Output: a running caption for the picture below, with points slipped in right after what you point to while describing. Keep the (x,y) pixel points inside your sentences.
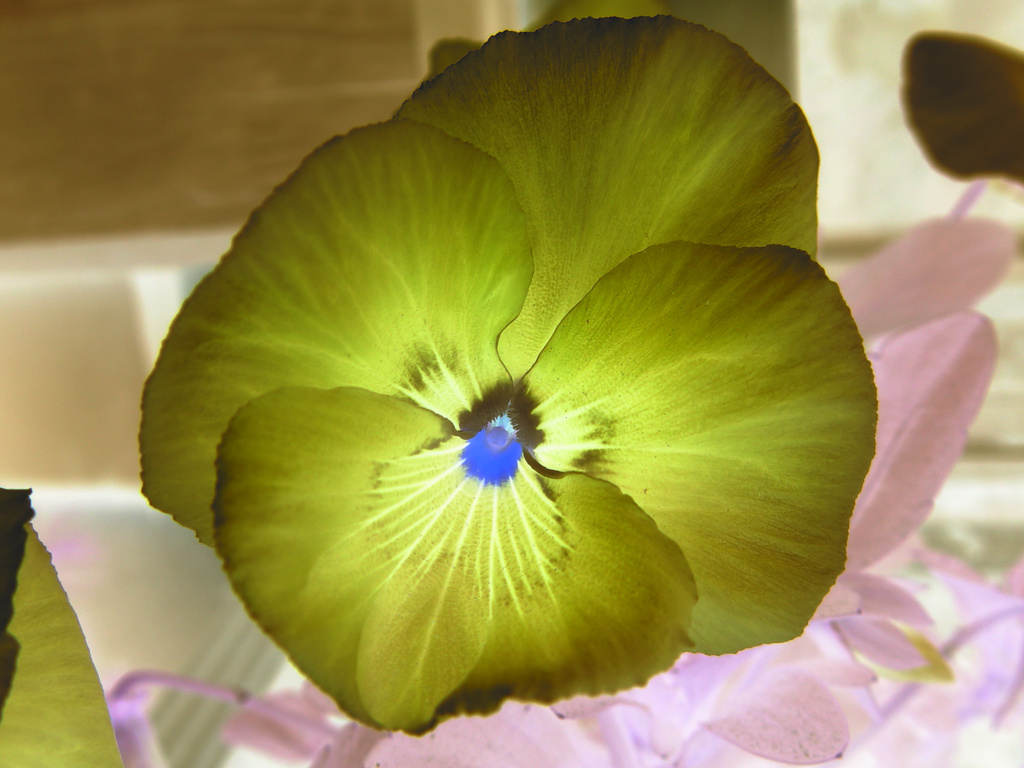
In the middle of the picture (463,438), we see a flower (463,438) in green and blue color. Behind that, we see flowers (888,662) in pink color. In the background (3,317), we see a white wall (170,262). It is blurred in the background (844,253).
